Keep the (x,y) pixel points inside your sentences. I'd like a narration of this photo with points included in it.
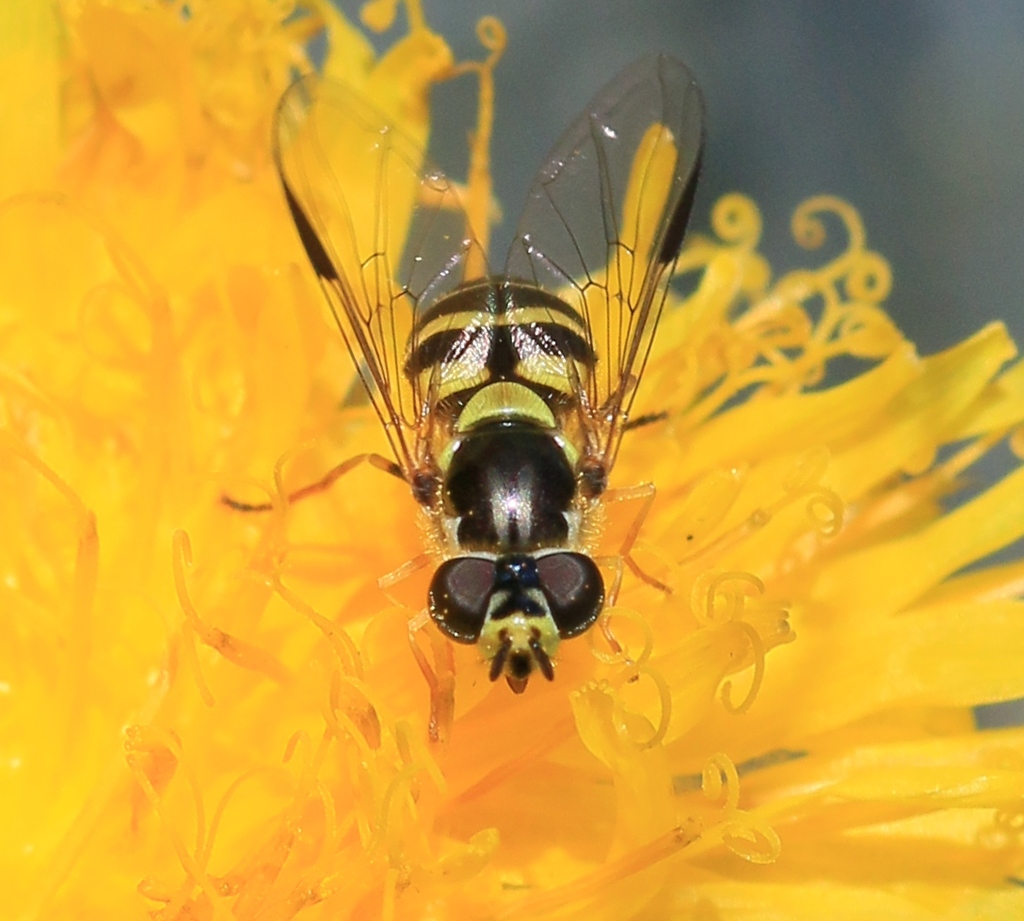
In this image, we can see hoverfly (530,402) on the yellow flower (349,766).
